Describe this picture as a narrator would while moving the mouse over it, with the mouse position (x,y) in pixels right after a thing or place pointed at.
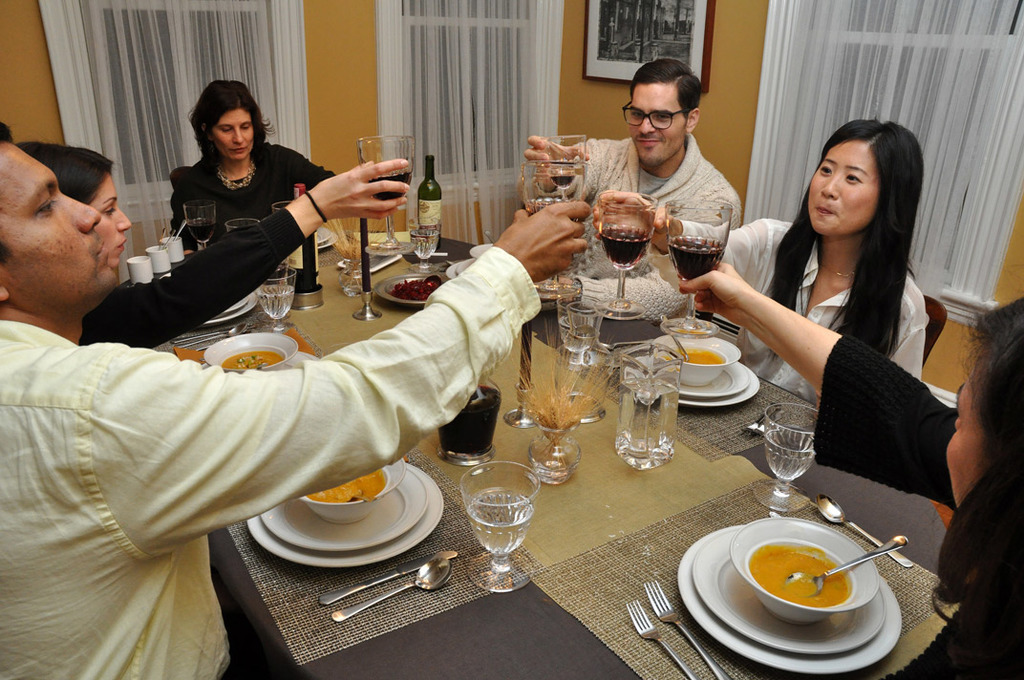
In this picture I can see group of people (210,496) sitting on the chairs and holding the wine glasses (696,210), there are food items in the bowls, there are plates (700,551), glasses (493,574), bottles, spoons (441,567), forks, knives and some other objects (521,360) on the table (434,258), and in the background (706,48) there is a frame (608,75) attached to the wall (726,74) and there are windows (516,106) with curtains (270,119).
